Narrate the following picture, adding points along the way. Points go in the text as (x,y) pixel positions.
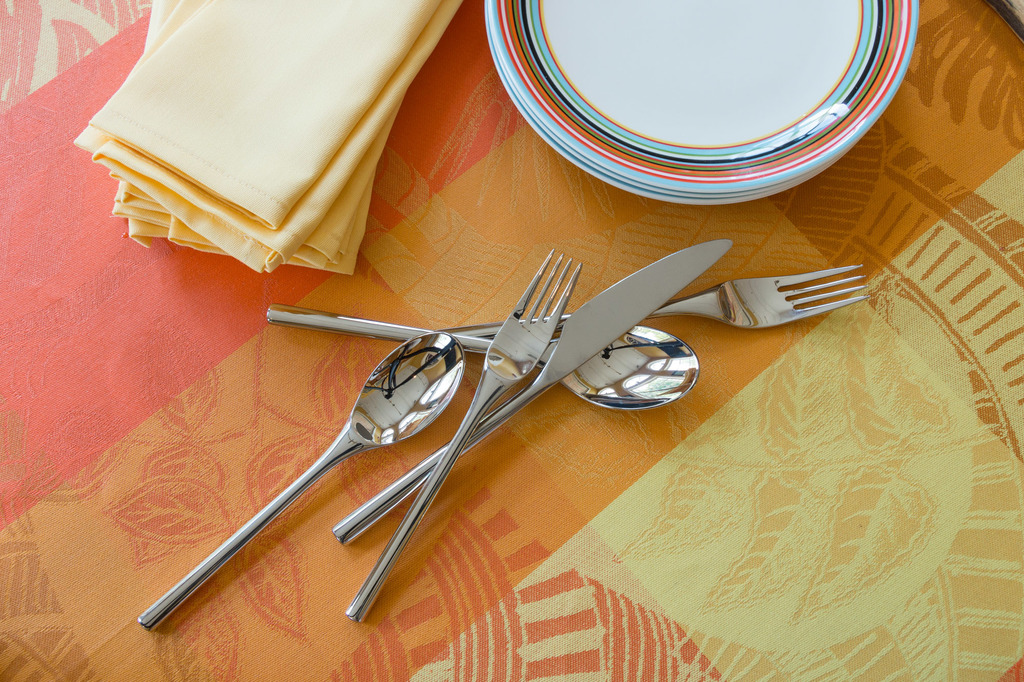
There is a plate (537,2) spoons (633,357) knife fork (771,310) with the napkin (369,33) on a table (89,346).
